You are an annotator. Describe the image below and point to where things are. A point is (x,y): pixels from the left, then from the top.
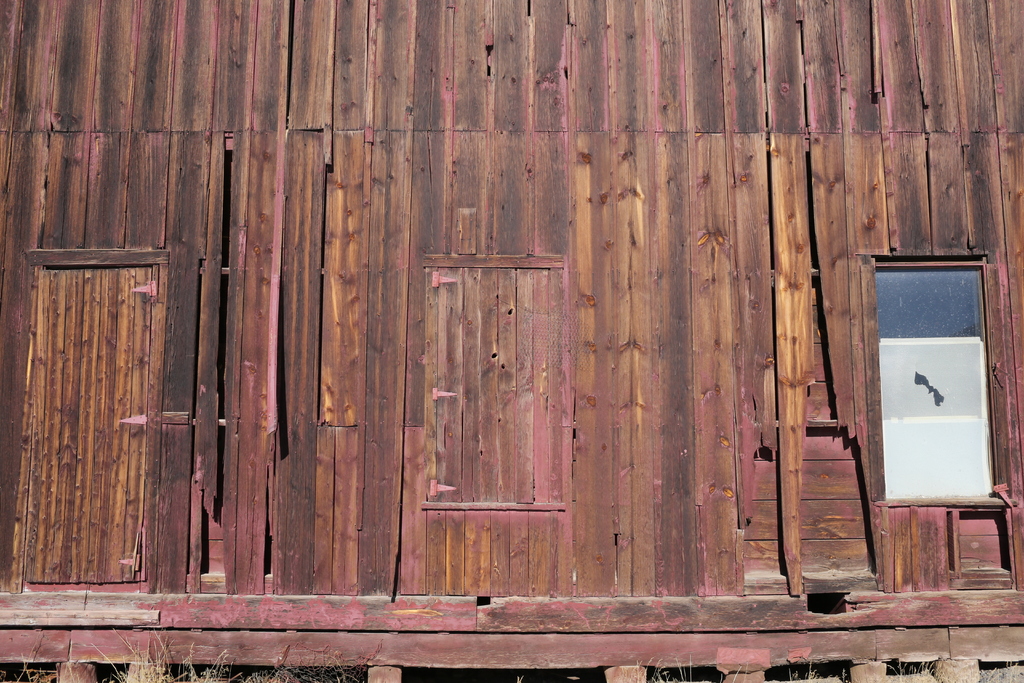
in this image there is a front view of this wooden house (462,387). There is a door (85,377) at left side of this image (114,387) and there is one window (908,408) at right side of this image (903,422).
